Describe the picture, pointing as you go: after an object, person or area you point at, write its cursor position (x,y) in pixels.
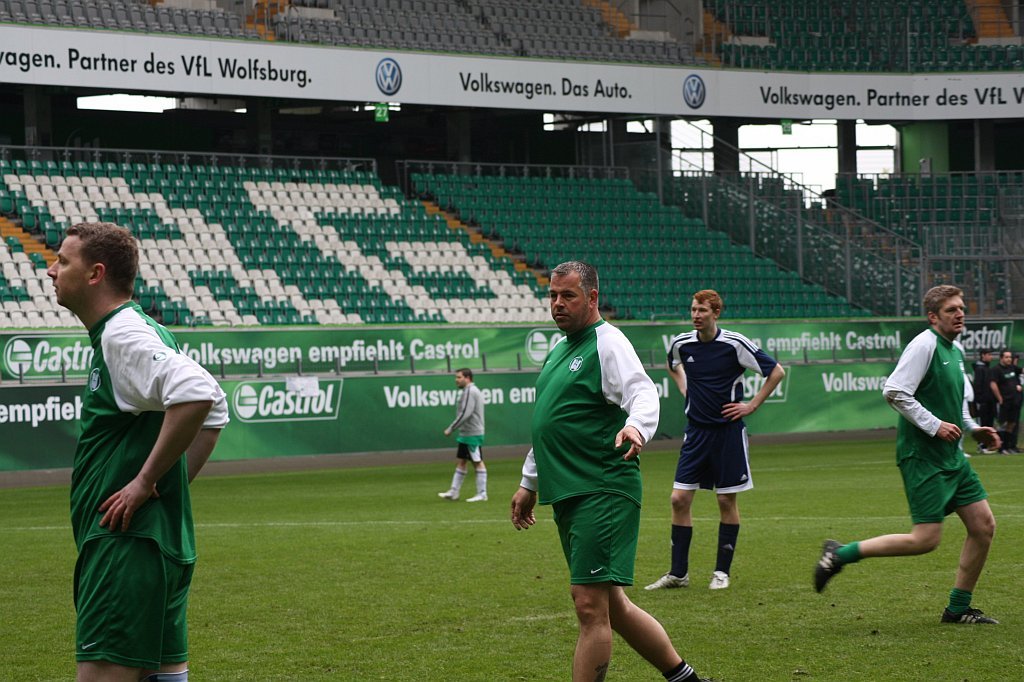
In this picture there are few persons (653,426) standing on a greenery ground (660,499) and there are few banners (417,377) and empty chairs (388,211) in the background (425,93).
